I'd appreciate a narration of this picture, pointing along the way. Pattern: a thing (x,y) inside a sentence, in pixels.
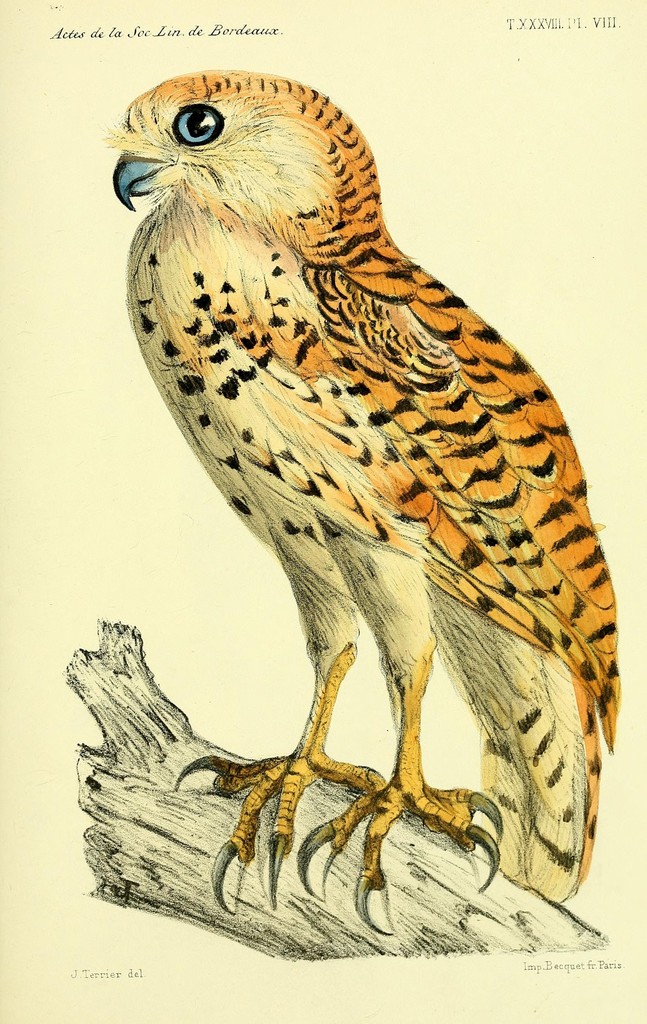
This image consists of a painting (236,680) of a bird (332,195). This bird (318,501) is on a stick (459,920) facing towards the left side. On the top of the image (135,36) I can see some text (127,34).
